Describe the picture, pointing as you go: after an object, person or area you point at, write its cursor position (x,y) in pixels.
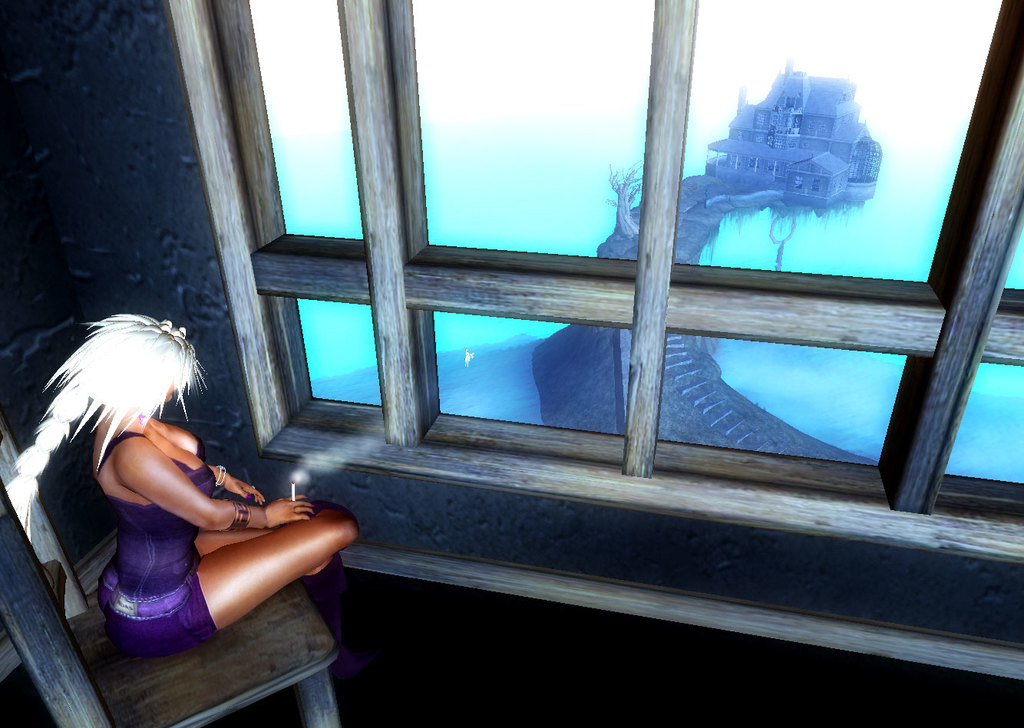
This is an animated image. In this image there is a lady (180,551) sitting on a chair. Also there is a window (771,278). Through the window (739,207) we can see a building (760,143) and the steps (716,413) to the building (746,147).
